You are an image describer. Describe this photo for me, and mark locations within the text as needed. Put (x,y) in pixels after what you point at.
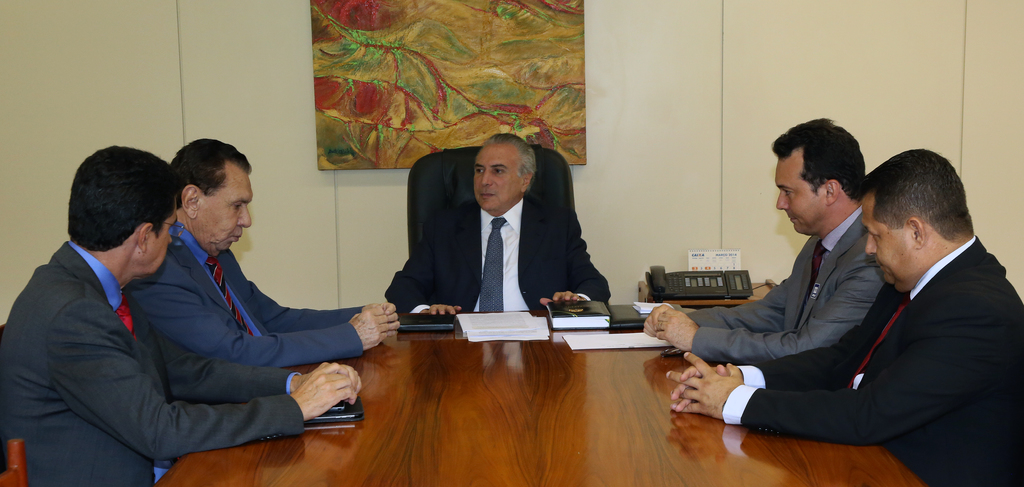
In this picture there are five men (467,229) sitting on chairs (13,454) and we can see papers (506,328), books (576,328) and objects (449,316) on the table (443,416). In the background of the image (590,89) we can see board (328,60) on the wall (659,99), telephone (680,289) and calendar (702,262) on the table (683,302).
